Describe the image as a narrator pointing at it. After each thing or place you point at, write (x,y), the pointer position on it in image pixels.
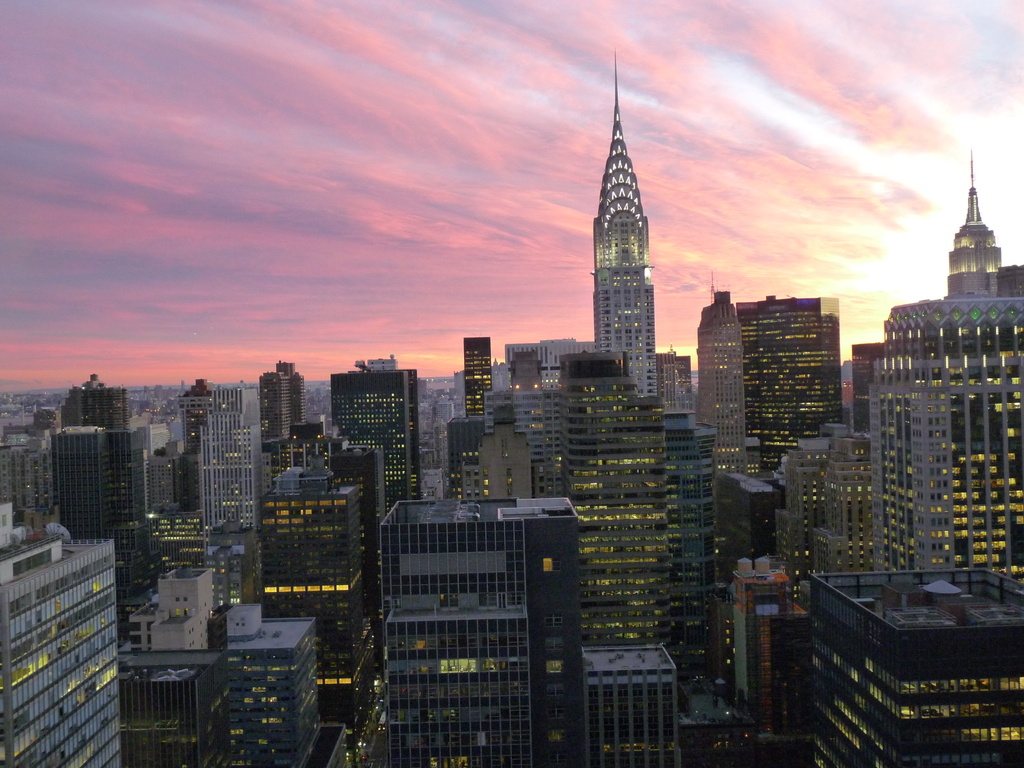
In this image, we can see some buildings (772,570). There is a sky (378,260) at the top of the image (409,123).
